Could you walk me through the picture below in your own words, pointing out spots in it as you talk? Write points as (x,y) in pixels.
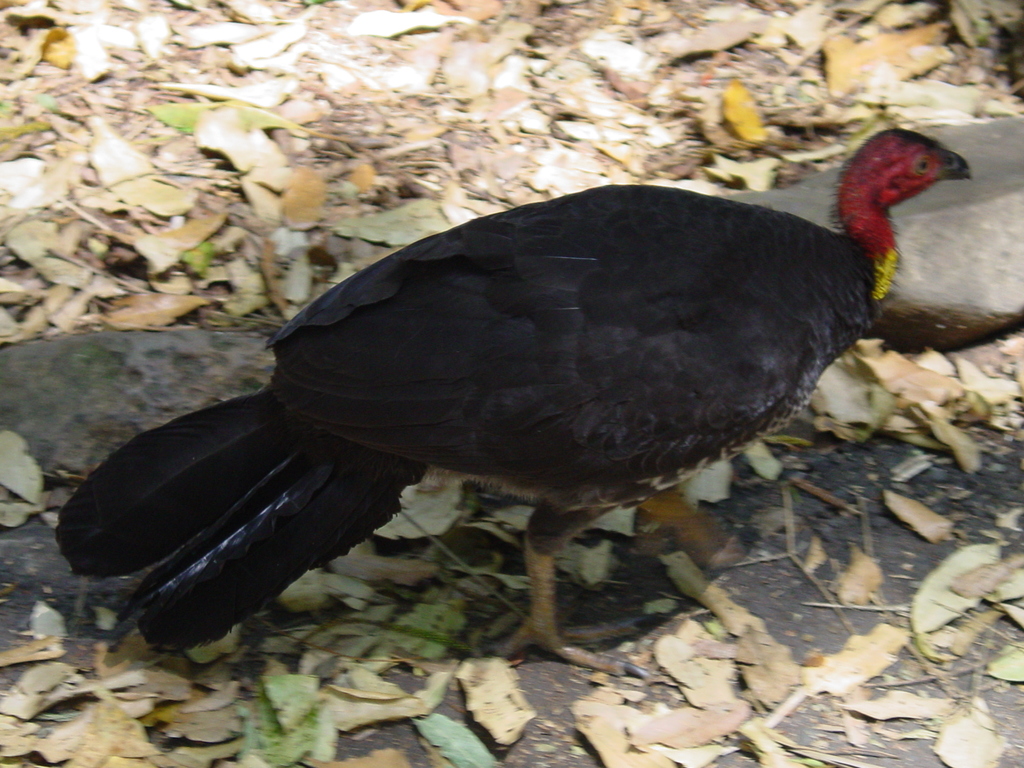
In this picture we can see a bird (686,395) in the front (773,299), at the bottom (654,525) there are some leaves (427,95), we can see a stone (936,268) on the right side (933,262).
